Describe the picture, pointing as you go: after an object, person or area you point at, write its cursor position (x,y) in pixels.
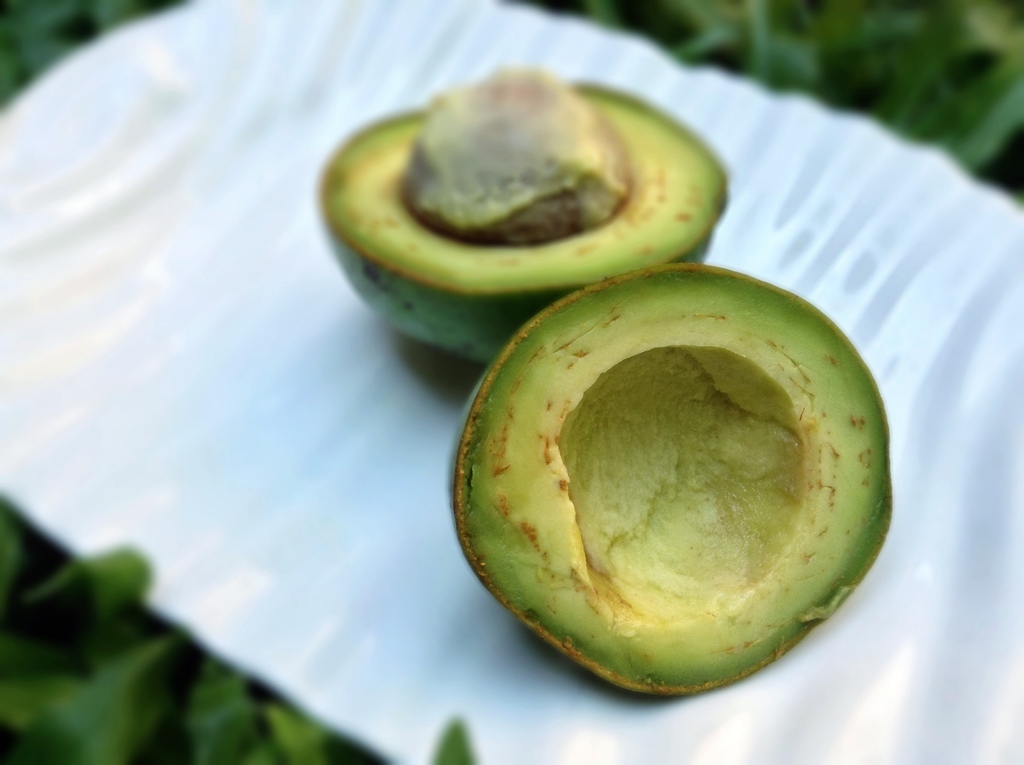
In this image there is a fruit (573,398) on an object (418,374) that looks like a plate (371,470), at the background of the image (984,31) there is a plant (41,680).
